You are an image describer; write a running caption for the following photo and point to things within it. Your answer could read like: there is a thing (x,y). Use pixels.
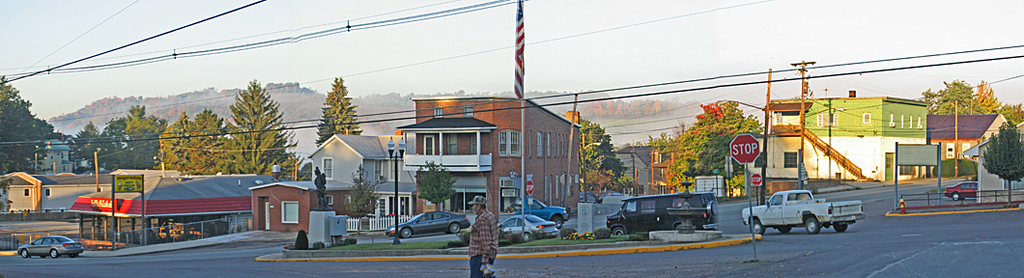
In this image few vehicles (34,245) are on the road (533,262). There is a statue (317,186) on the pillar (321,229). There is a flag (517,26) attached to the pole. There is a street light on the grassland (405,244) having few plants (464,242). Right side (918,199) there is a fence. Behind there is a board (915,163) attached to the poles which are on the pavement (972,209). Background (1005,166) there are few buildings (420,151) and trees (208,129). Behind there is a hill (291,110). Top of the image (626,36) there is sky (622,33). Left side (113,218) there is a board (130,181) attached to the poles (143,240) which are on the pavement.
